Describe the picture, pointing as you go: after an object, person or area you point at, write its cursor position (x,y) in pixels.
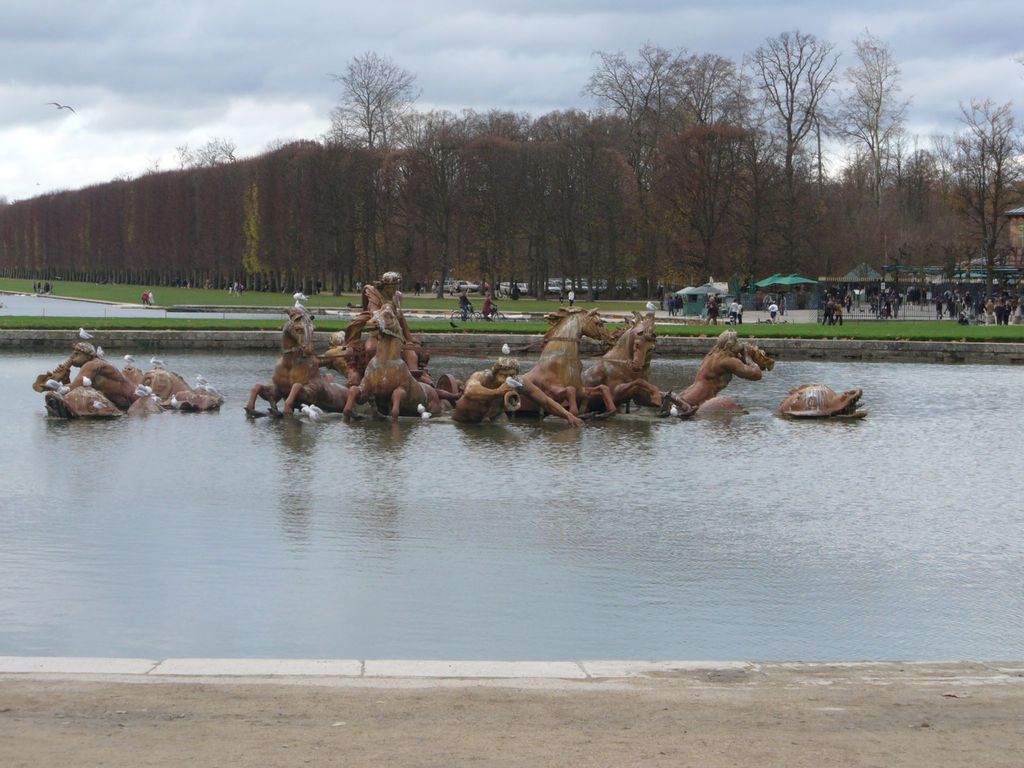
In this image we can see the statues (420,347) of horses (328,379) and also the people (369,292). We can also see the water (985,465), path (841,710), grass (228,292) and also the trees (493,183). In the background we can see the tents (847,277) for shelter. We can also see the people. We can see a bird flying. There is a cloudy sky (104,91).
